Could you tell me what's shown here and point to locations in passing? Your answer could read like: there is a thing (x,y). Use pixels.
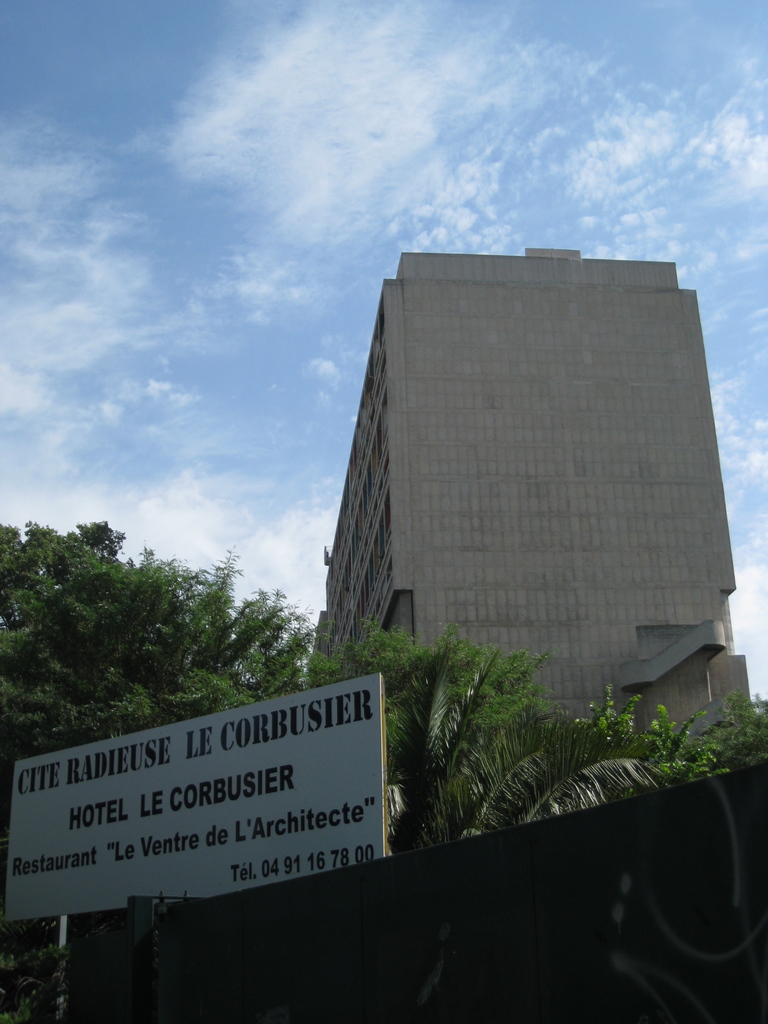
In this image in the front (259,804) there is a board (209,827) with some text (200,801) written on it which is white in colour. In the center (327,675) there are trees (370,649) and in the background (399,526) there is a building (491,468) and the sky (372,234) is cloudy.
